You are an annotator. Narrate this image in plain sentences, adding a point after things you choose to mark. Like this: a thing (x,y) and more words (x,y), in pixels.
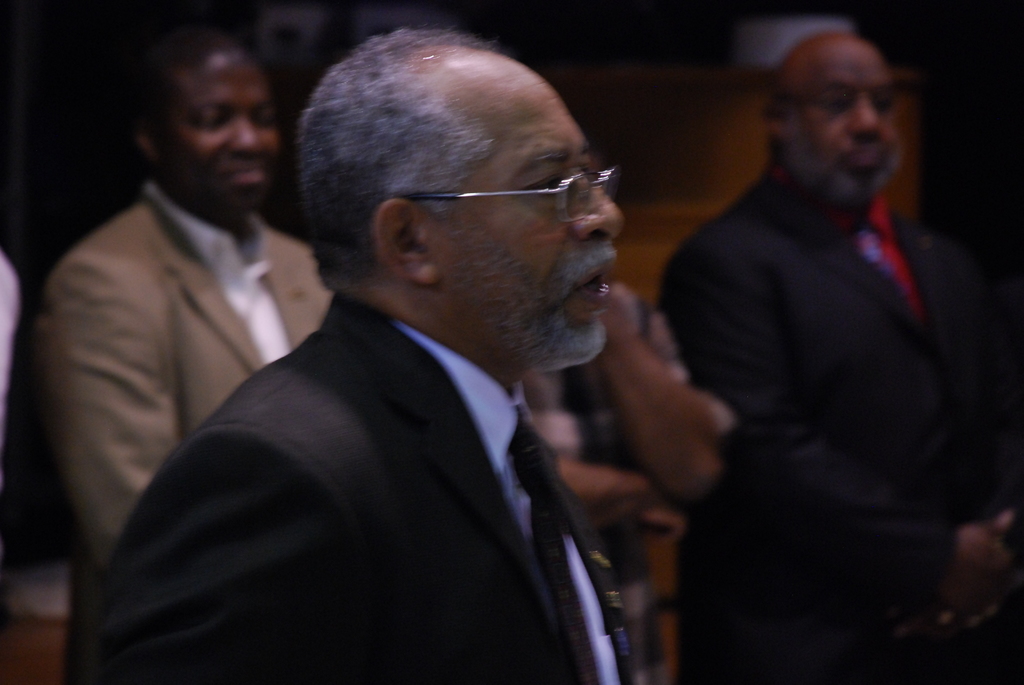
In this image we can see group of persons (898,282) standing. One person (429,401) is wearing coat (368,635), tie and spectacles (590,193).
